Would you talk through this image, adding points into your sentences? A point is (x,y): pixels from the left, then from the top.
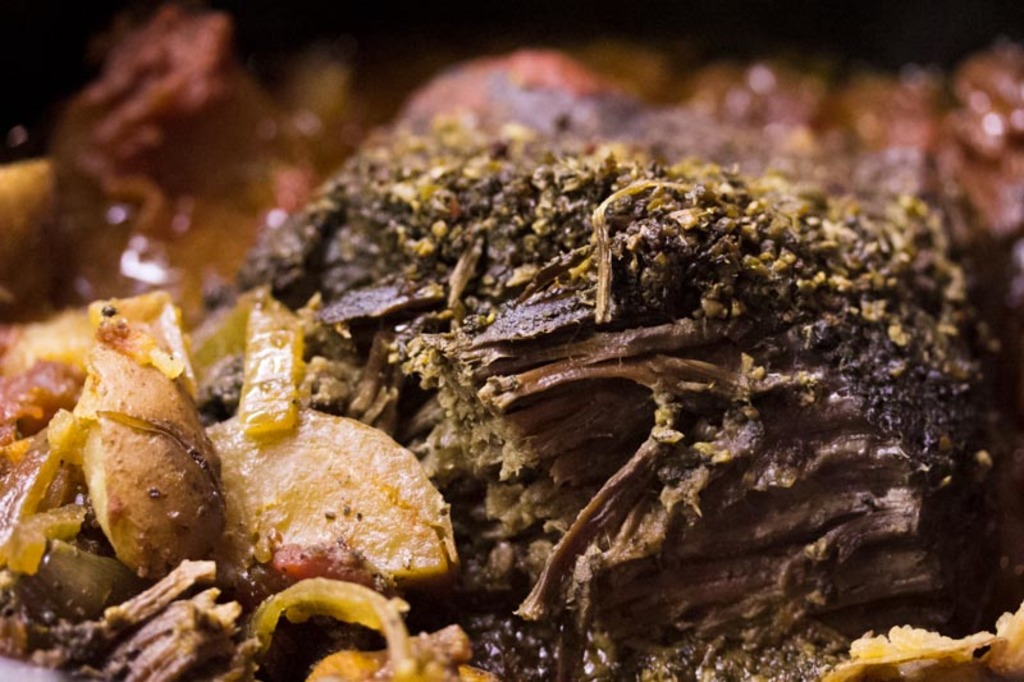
This image consists of some food items (220,365) like potato (283,479) and onions (281,349) and some other.
